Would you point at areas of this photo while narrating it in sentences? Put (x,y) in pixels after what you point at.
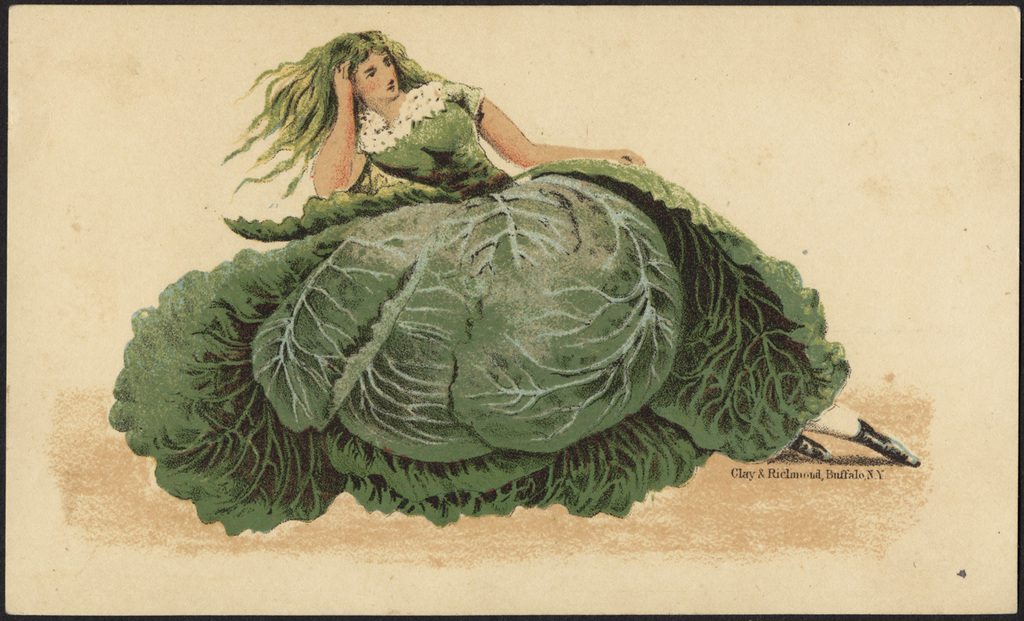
In this picture we can see the drawing (405,159) of a woman (395,158) on the paper (802,485). On the paper (785,478) it is written something.
